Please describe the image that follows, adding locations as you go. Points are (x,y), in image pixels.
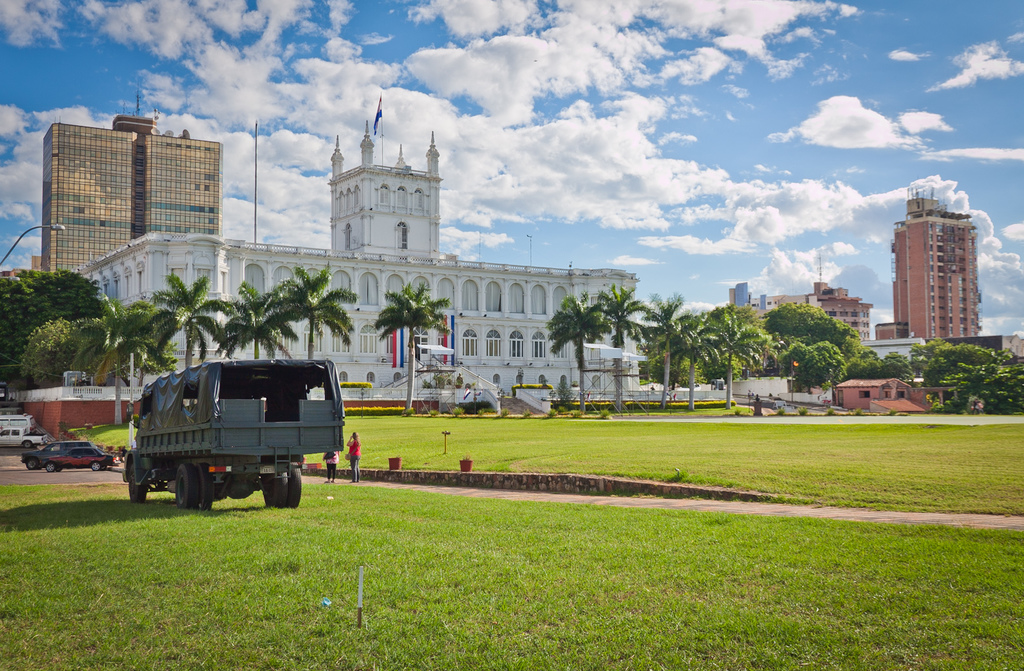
In this image there are buildings (395,284). On the left (171,447) we can see vehicles (185,441). At the bottom (485,571) there is grass (315,545) and we can see people (353,468). In the background (651,324) there are trees (816,322) and sky (875,318).
